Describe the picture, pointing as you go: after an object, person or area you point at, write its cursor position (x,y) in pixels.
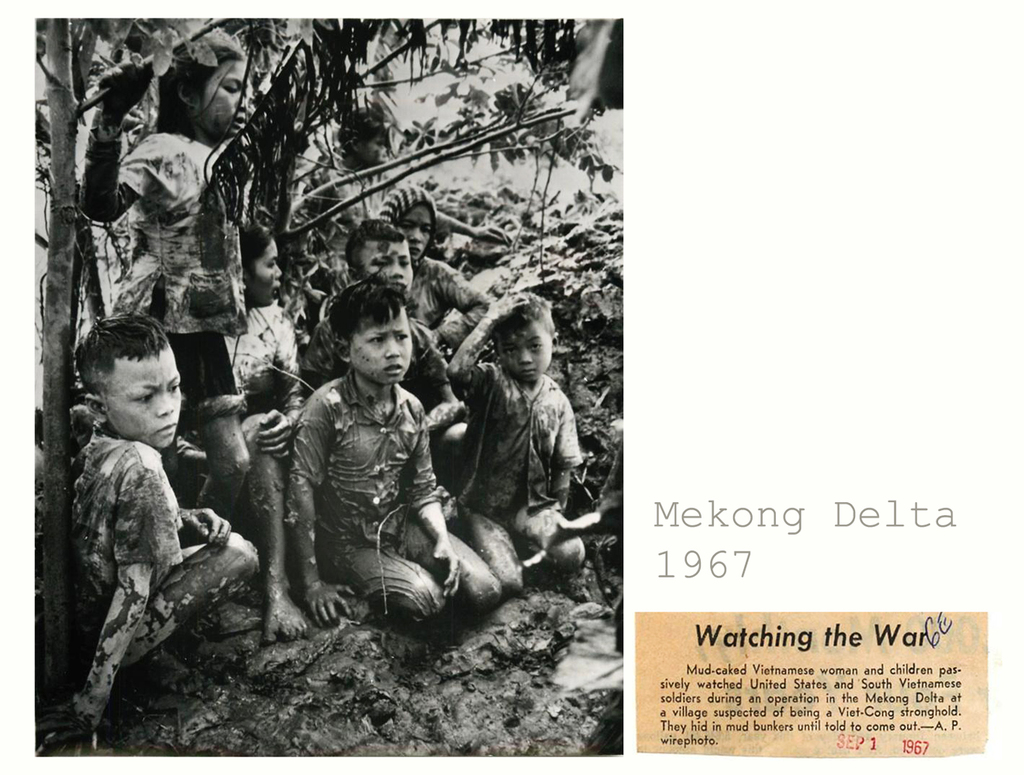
In this picture I can see few children (342,362) are on the mud (510,611), on the right side (762,637) I can see some text (801,671).
